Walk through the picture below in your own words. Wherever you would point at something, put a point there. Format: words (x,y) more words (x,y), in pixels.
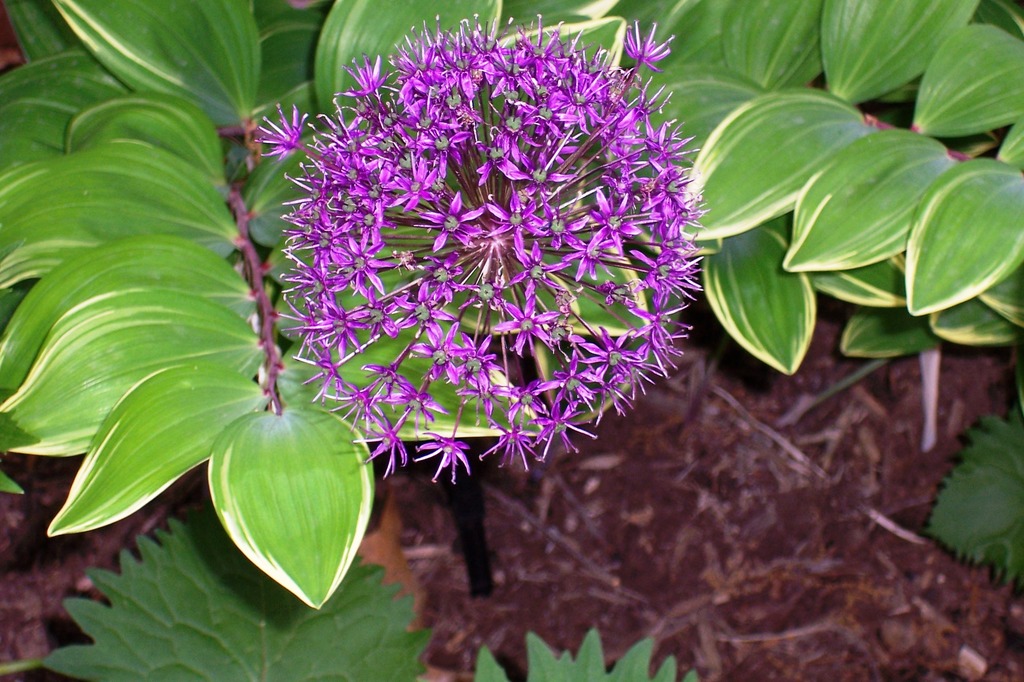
In this picture I can see that there are a bunch of flowers (482,223) and there is a plant (290,468) and there are many leaves (244,480) and there is soil (709,561) on the floor (701,616).
